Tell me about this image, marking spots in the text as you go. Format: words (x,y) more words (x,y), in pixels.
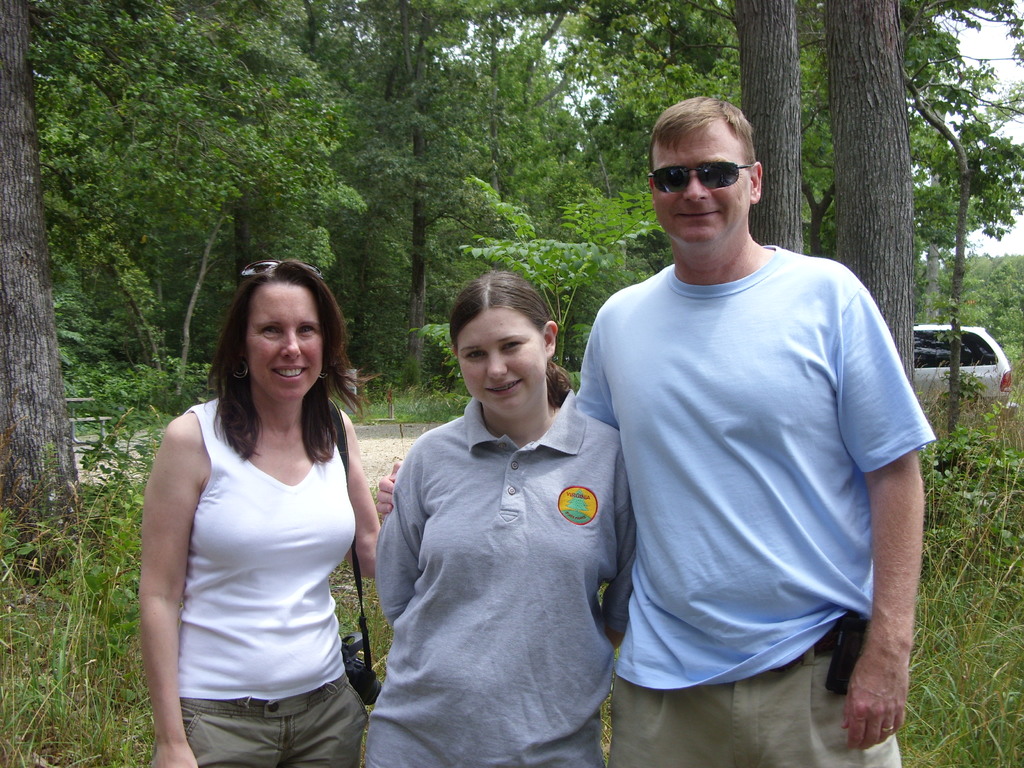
In the foreground of the picture (601,459) there are three people (428,472) standing. In the center of the picture (383,296) there are plants (971,577), trees (4,480), path (379,440) and a car (942,328). In the background (383,147) there are trees (357,347), grass (434,409), plants (389,382) and sky (997,70).
